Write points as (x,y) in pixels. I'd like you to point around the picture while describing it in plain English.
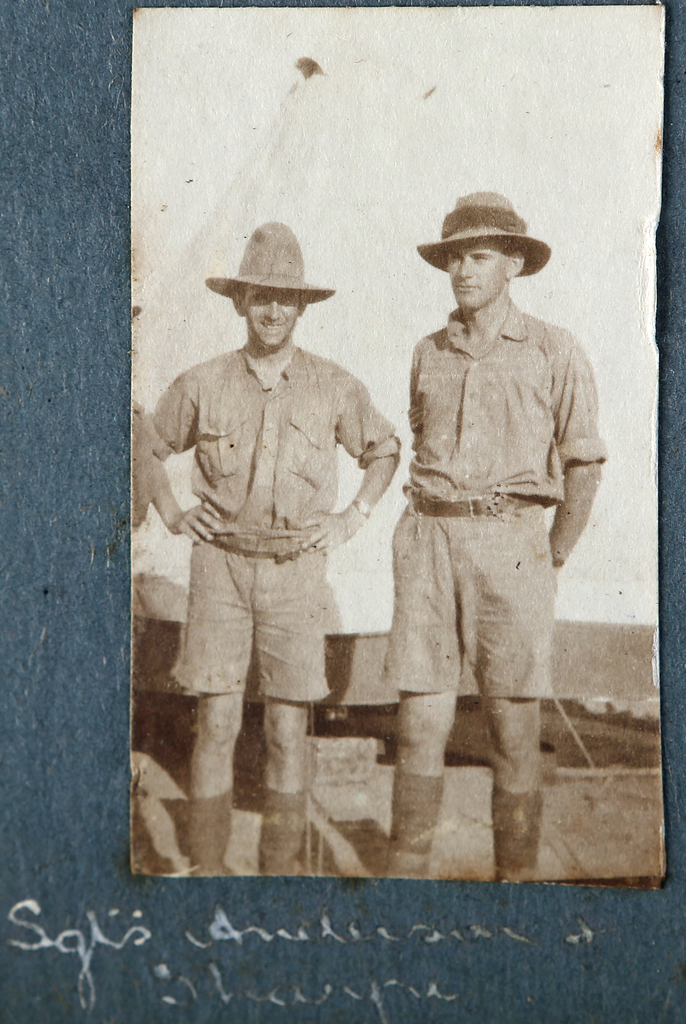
In this image, we can see a photo (320,681). We can also see some text (84,966).
